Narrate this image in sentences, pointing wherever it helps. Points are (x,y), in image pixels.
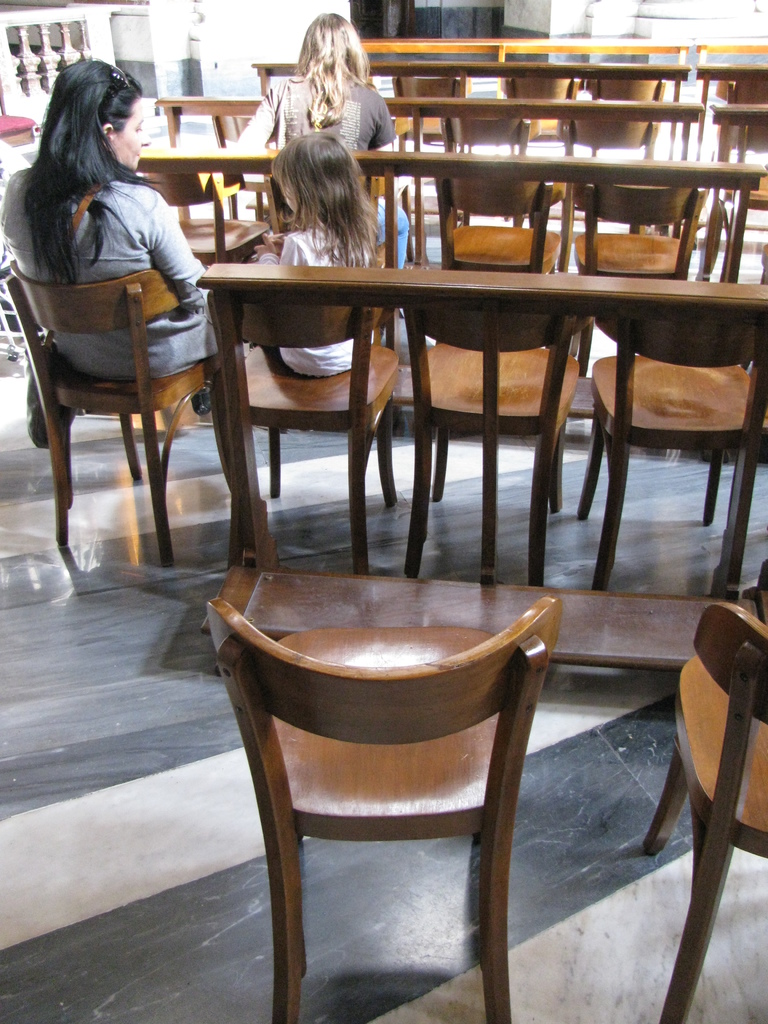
There are two women (74,181) and a girl (325,225) sitting in the chair (253,313). And there are some empty chairs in the given picture. In the background (46,57), there is a cement railing (45,46).
